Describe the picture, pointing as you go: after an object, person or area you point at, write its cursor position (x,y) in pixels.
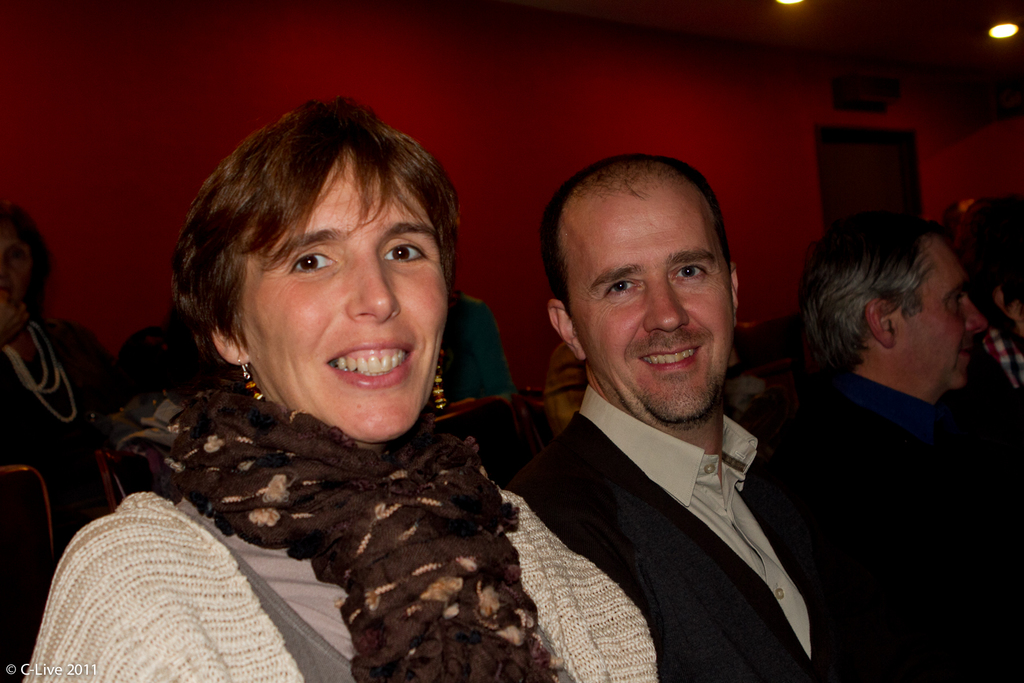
In this picture we can see some people (629,438), a man (704,609) and a woman (429,571) in the front (375,554) are smiling, in the background (549,92) there is a wall (591,78), we can see lights (783,2) at the top of the picture (1005,27).
